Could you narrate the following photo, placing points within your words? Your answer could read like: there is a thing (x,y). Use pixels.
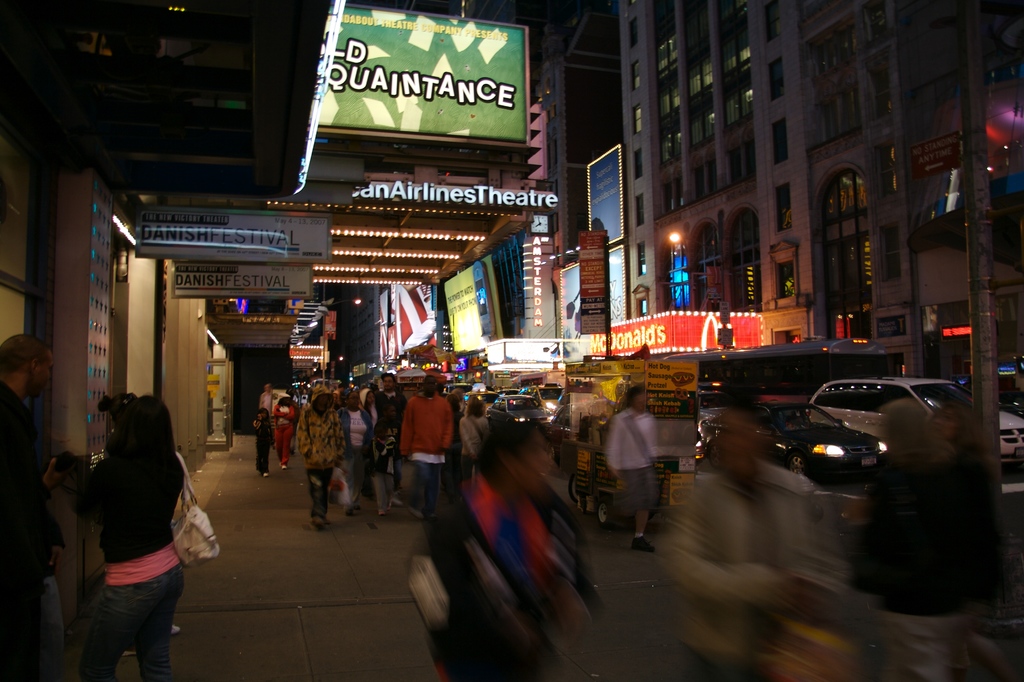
In this image we can see some people (538,522) walking on the footpath (609,593). We can also see some vehicles (780,448) on the road (817,476). On the right side (862,250) we can see some building (756,242) with windows (962,349) and a pole (966,186).
